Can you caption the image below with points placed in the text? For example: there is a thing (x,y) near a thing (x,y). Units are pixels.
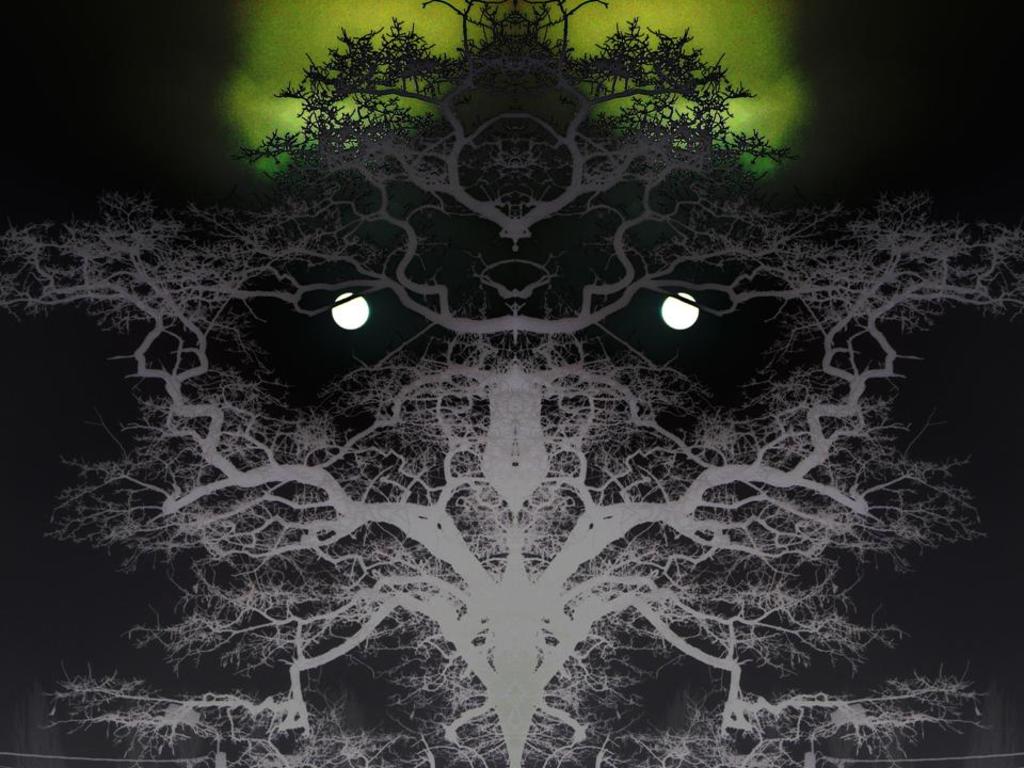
In this picture we can see the mirror image (516,510). On that we can see trees (711,482), moon (679,297) and green object (770,86). In the top right corner (828,99) we can see the darkness (975,65).
